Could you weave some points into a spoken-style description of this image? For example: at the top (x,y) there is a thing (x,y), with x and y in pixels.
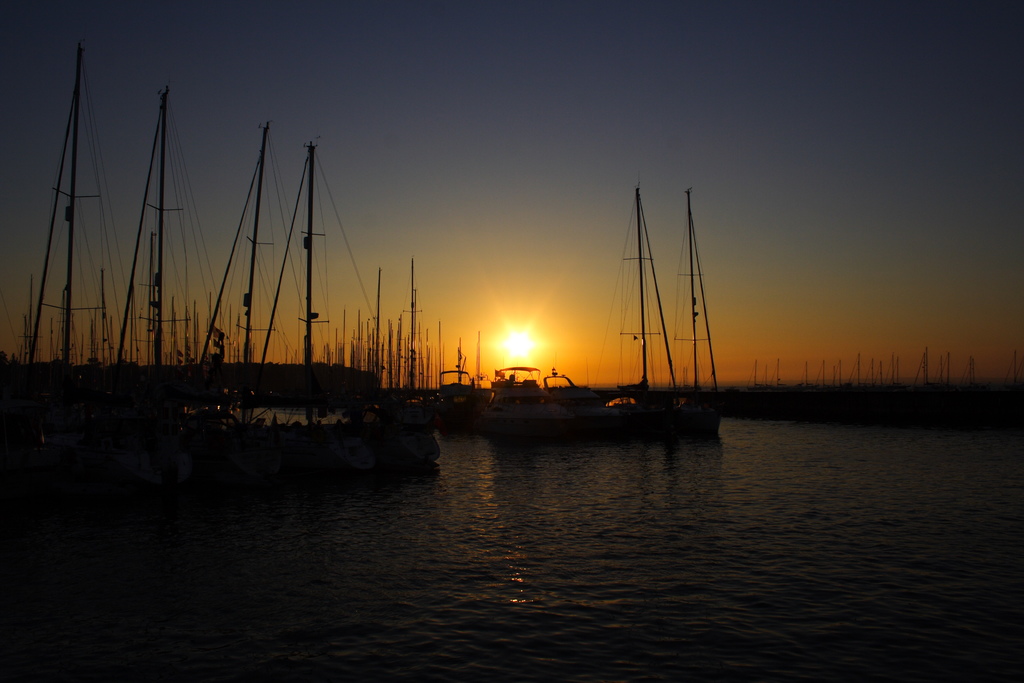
In this picture we can see boats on water (522,535) and in the background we can see the sky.
